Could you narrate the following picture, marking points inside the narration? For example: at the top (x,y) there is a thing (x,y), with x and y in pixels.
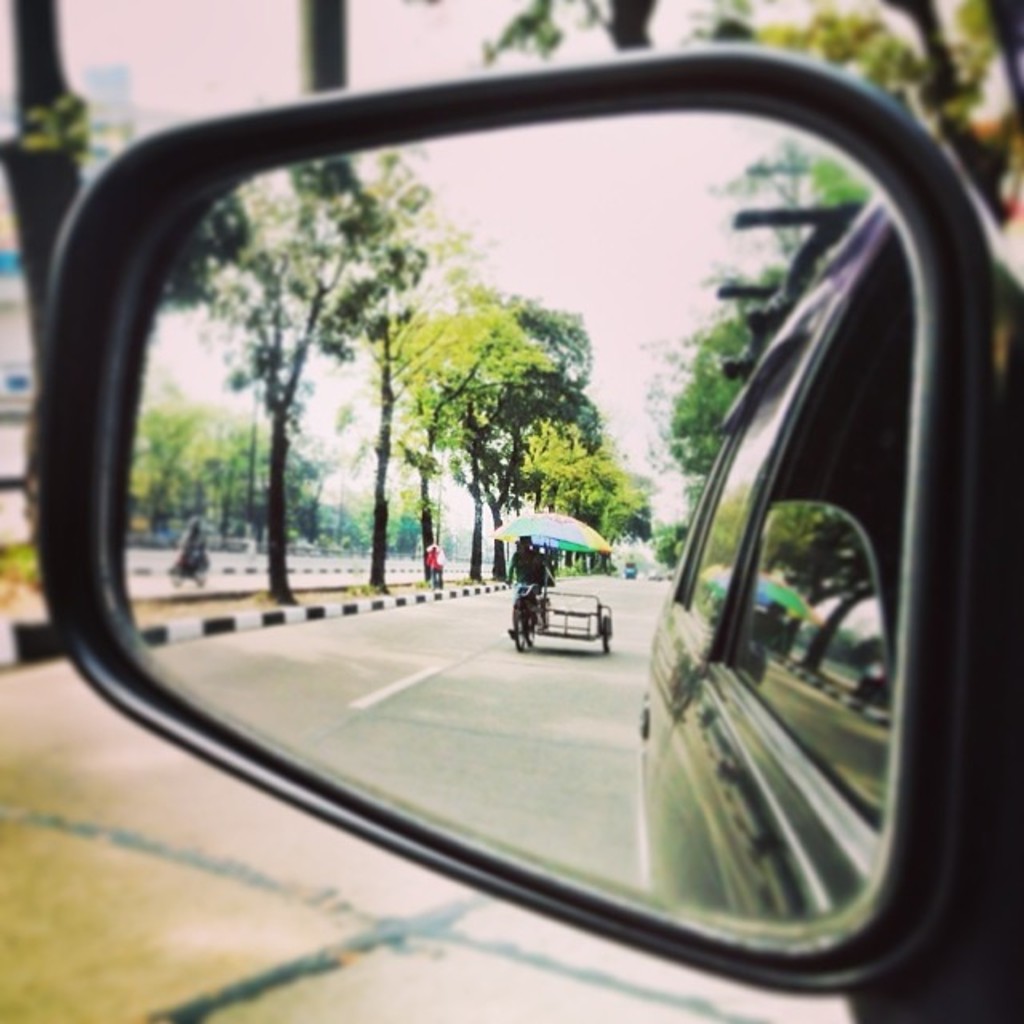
In this picture, we see a black car (740,732) and we even see a mirror (699,538) in which the man (546,580) riding rickshaw (523,600) is visible. Beside him, the man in the red jacket (433,559) is walking on the footpath (456,587). There are many trees (404,521) in the background (228,473). At the bottom of the picture (211,840), we see the road (211,840). In the background (179,72), it is blurred.
